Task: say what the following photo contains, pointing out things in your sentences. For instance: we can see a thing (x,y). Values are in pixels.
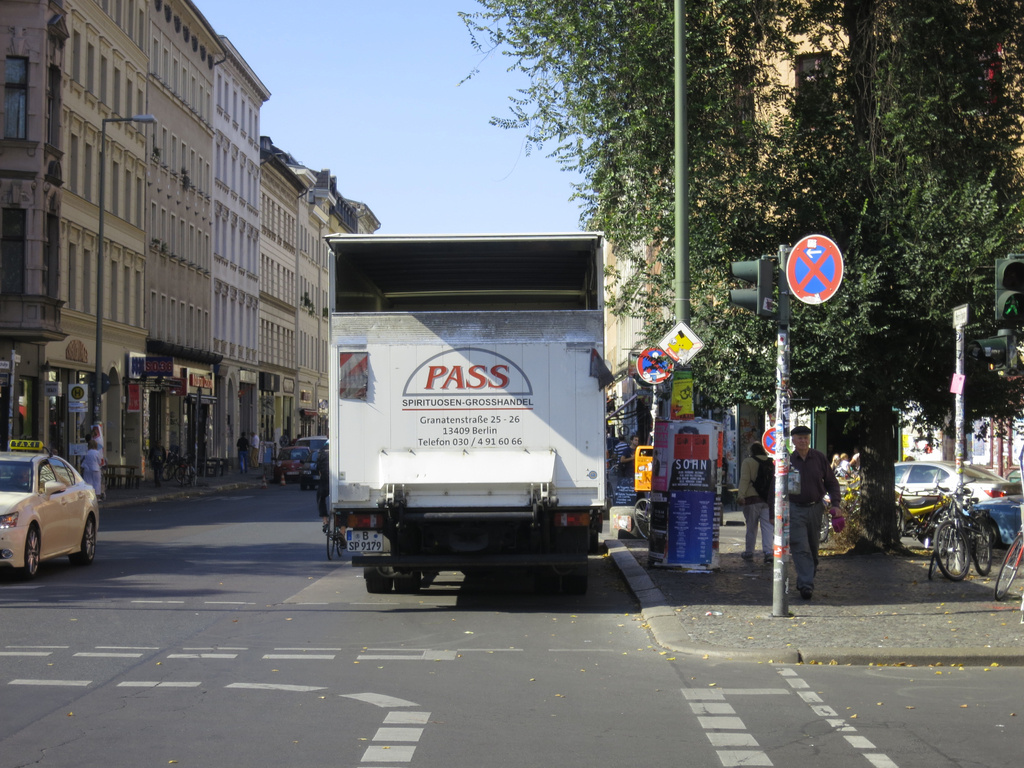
In the center of the image (439,431) we can see a truck (474,492) parked on the road (466,596). On the left side of the image (311,462) we can see group of vehicles (311,462), group of persons (88,463) standing on the path (215,486), a group of buildings (208,315). To the right side of the image (808,459) we can see group of persons (797,521) walking on the path (847,594) group of bicycles (939,554) parked on the path (932,616). In the background (985,309), we can see group of traffic lights (982,343), poles (957,326), trees (714,301) and sky (476,174).
